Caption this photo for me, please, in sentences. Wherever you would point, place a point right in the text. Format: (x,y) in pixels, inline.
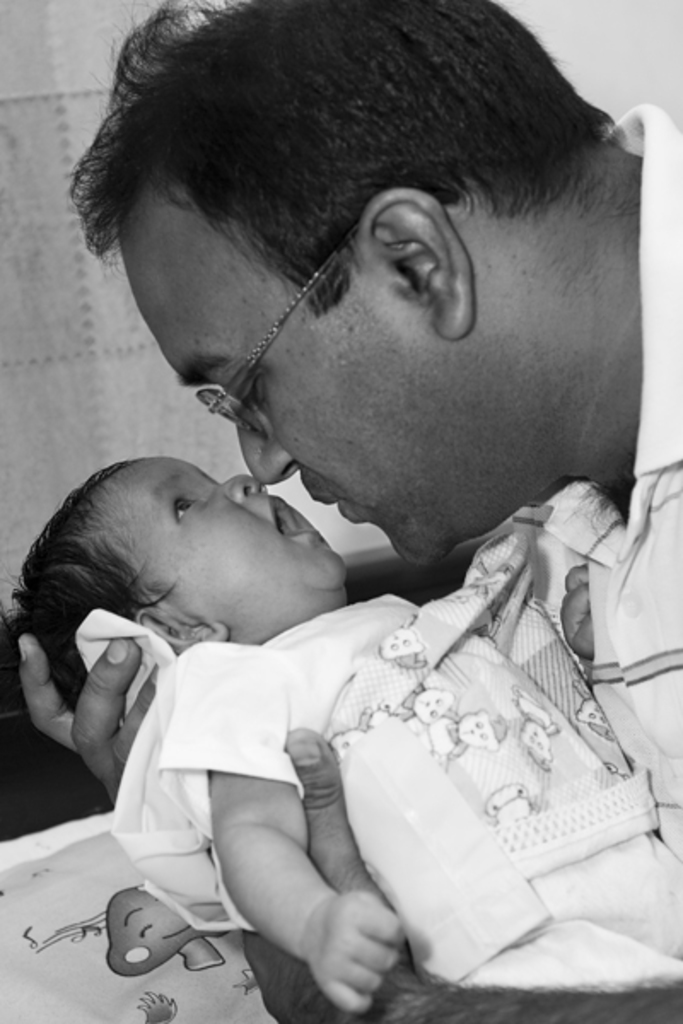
This is a black and white image. In this image we can see a person (493,287) holding a baby (153,594).
